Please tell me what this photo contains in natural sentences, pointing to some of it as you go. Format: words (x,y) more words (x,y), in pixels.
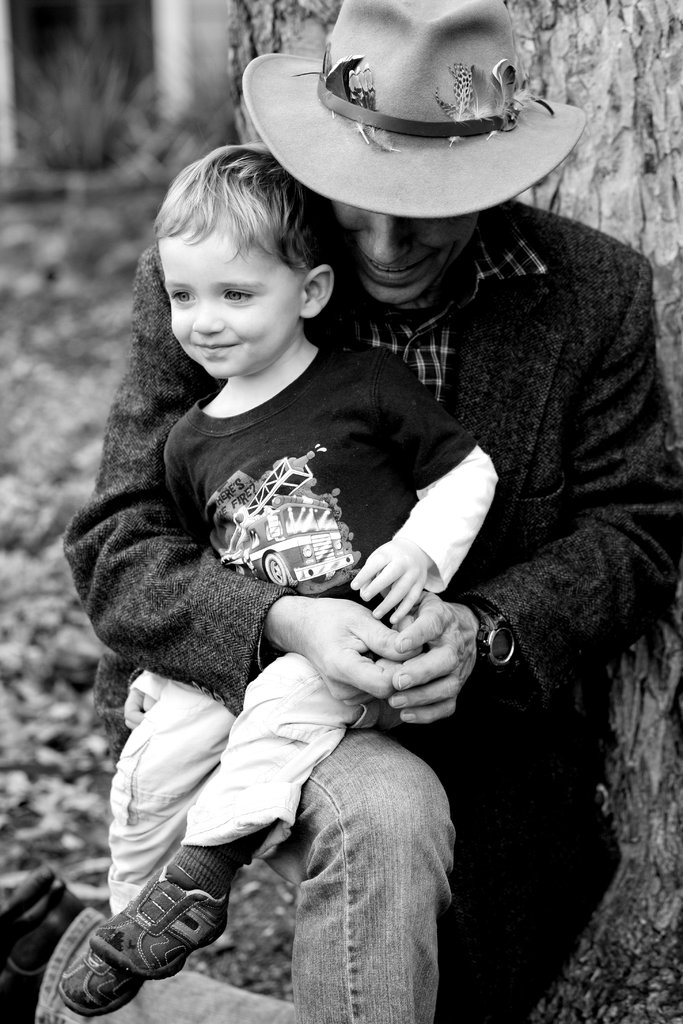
This picture is in black and white. The man (457,310) in black blazer (535,339) is sitting beside the tree (590,98). The boy (267,388) in black T-shirt (266,426) is sitting on the lap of the man (502,582). The boy (246,804) is smiling. Behind him, we see a tree (677,67). In the background (115,119), we see a plant (105,119) and a wall (195,32). It is blurred in the background (201,74).
